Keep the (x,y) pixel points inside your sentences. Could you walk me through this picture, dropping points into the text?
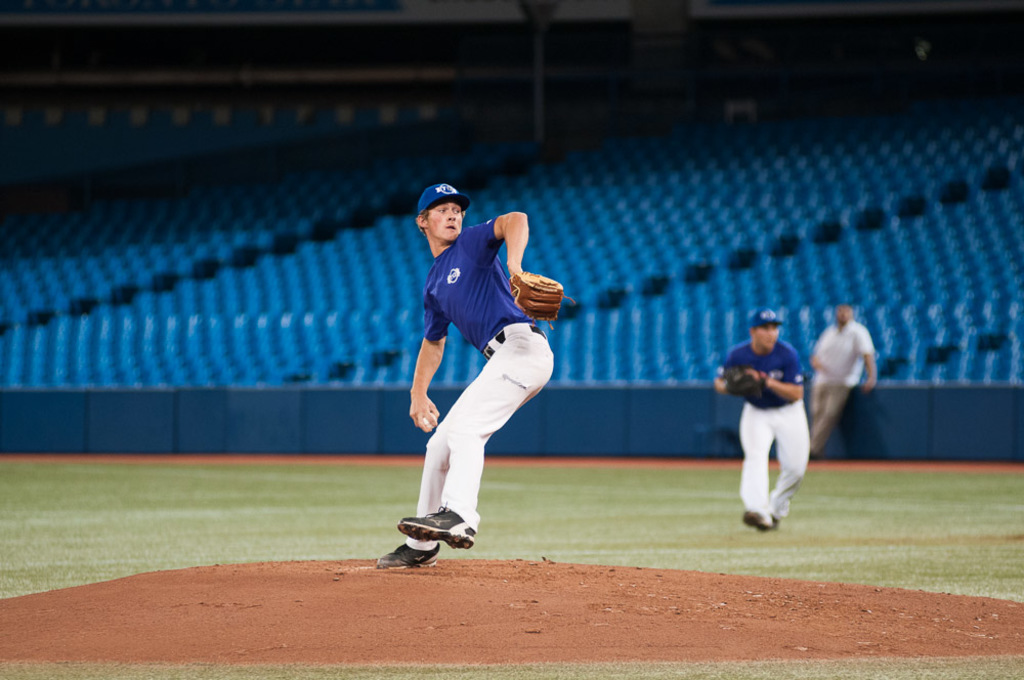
In this image we can see three people (463,447), two of them are playing baseball, one person (491,388) is holding a ball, behind them, we can see some seats (674,285), and the background (599,234) is blurred.
